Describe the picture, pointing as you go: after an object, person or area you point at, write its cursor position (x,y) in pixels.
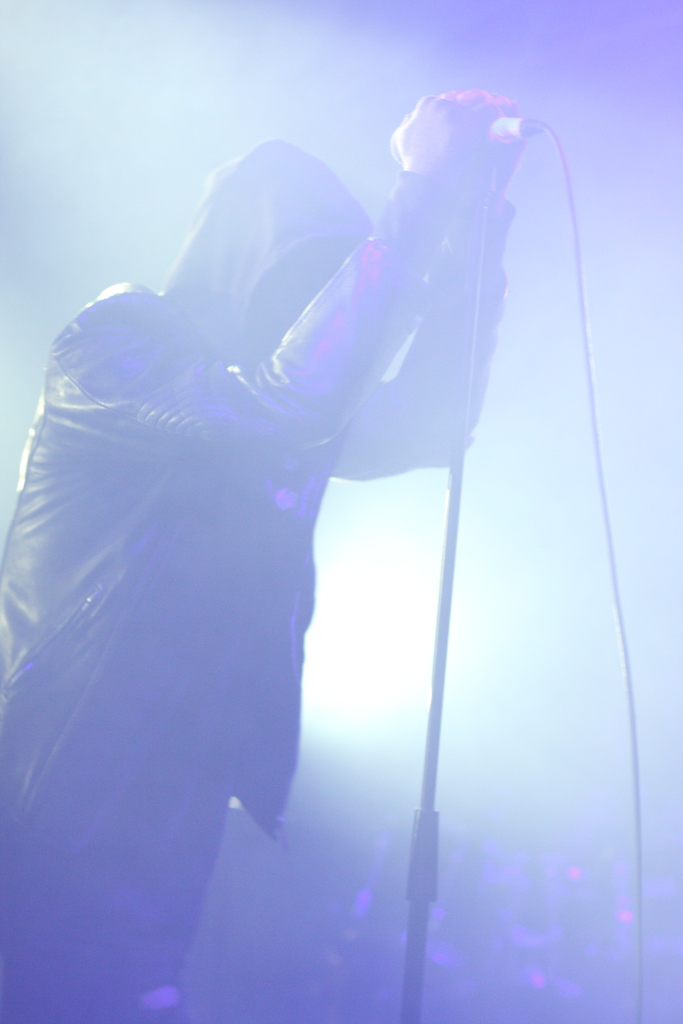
In this image, on the left side (193,572), we can see a man (205,358) wearing a black color shirt (107,528) and holding microphone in his hand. In the middle of the image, we can see a black color pole (455,456). On the right side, we can see electric wire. In the background (360,80), we can see blue color.
